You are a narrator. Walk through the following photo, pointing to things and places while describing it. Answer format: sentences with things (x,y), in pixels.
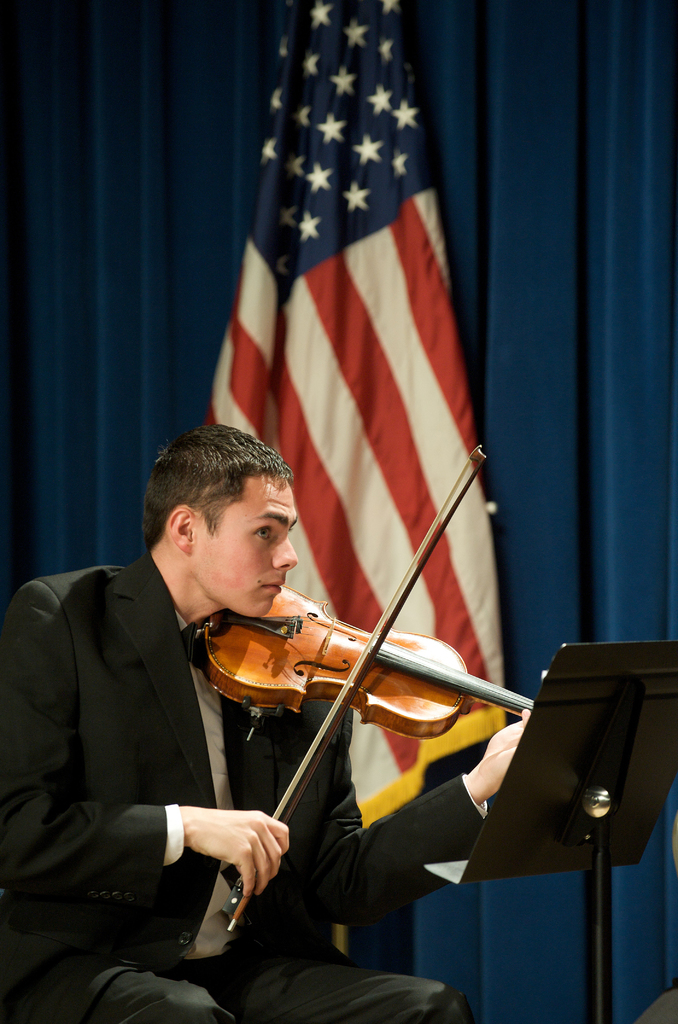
This person (287,1009) is sitting on chair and playing a violin (320,654). In front of this person (65,784) there is a music stand (548,695). Far there is a blue curtain (535,242) with an american flag (338,194).
